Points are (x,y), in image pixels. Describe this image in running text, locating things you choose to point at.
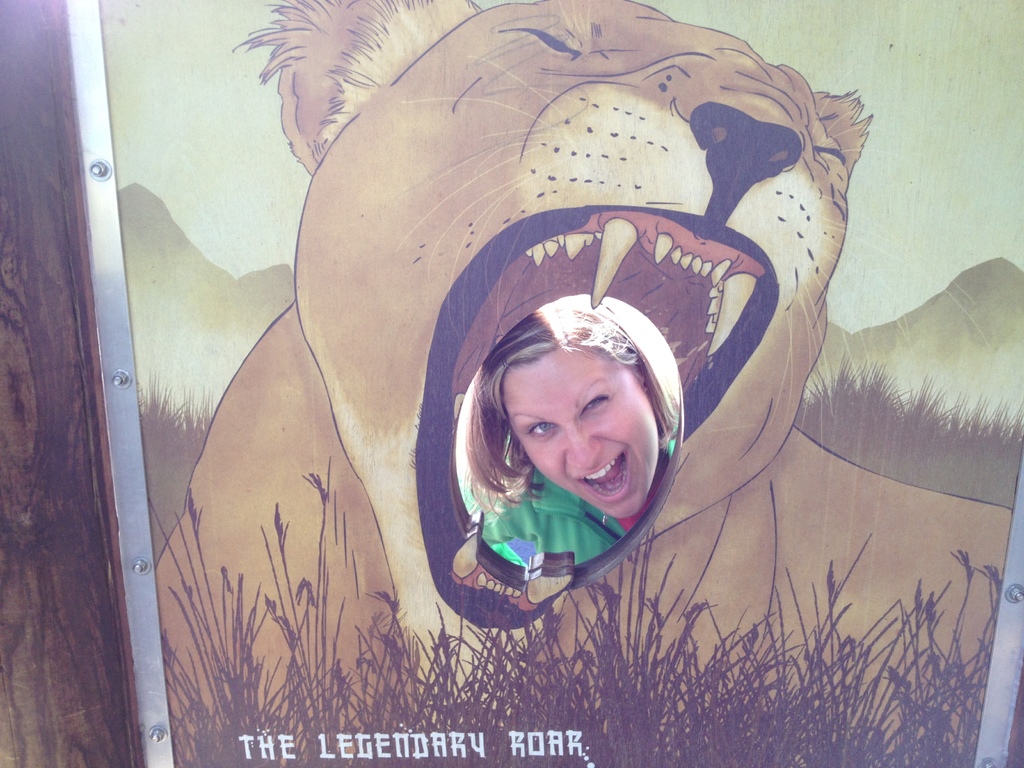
This image is a painting. In this painting we can see a lion (464,570) sitting on the grass (648,690). We can see a person image (593,466). At the background (181,352) there are hills (938,347).
